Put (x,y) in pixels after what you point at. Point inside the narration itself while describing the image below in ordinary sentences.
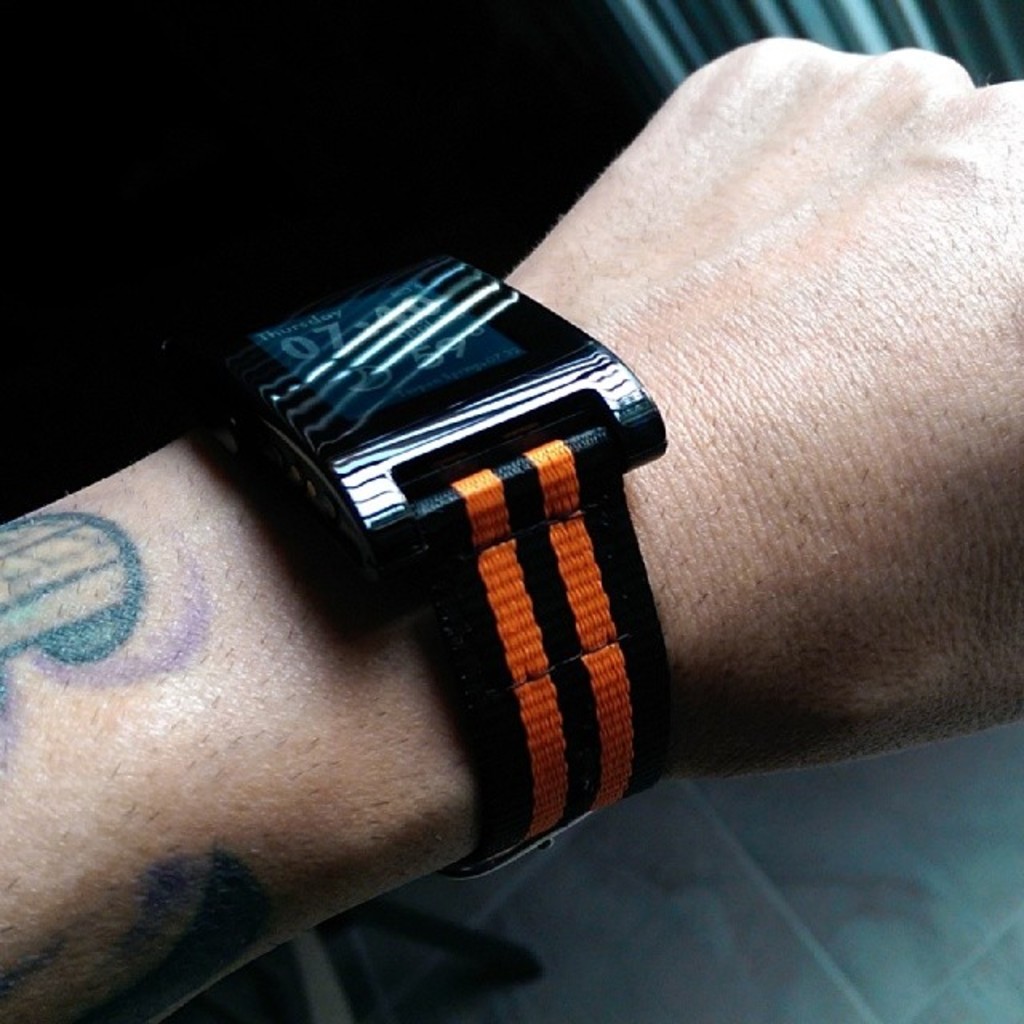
As we can see in the image there is a person (359,597) wearing watch (386,556).
